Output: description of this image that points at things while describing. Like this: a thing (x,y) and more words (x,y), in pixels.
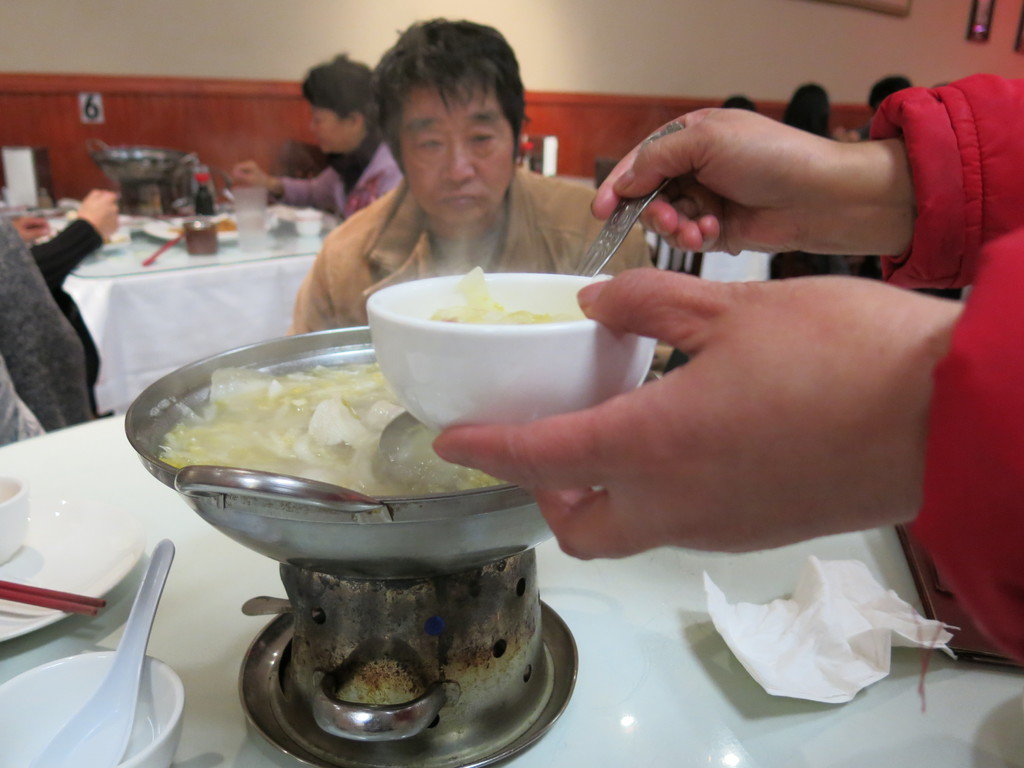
In this image we can see a group of persons (456,119) are sitting on the chair (48,180), and in front (89,480) here is the table (102,456), and here they are cooking, and some objects (26,561) on it, and here is the wall (203,76).
